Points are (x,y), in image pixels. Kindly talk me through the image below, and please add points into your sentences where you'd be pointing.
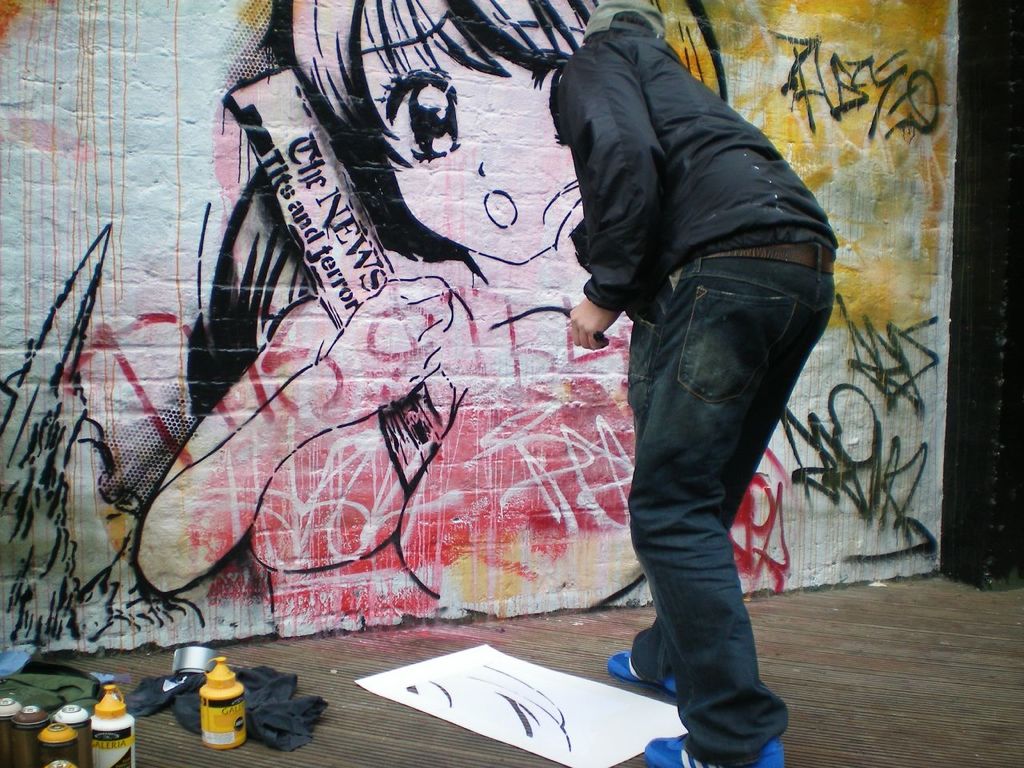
This picture contains a wall graffiti (275,281). The man (592,82) in the black jacket (726,242) might be painting. In the left bottom (19,741), we see the paint bottles (112,757) which are in white, yellow and brown color. Beside that, we see a cloth (152,696) and the bag (69,702). At the bottom (453,702), we see a white paper (440,693).
